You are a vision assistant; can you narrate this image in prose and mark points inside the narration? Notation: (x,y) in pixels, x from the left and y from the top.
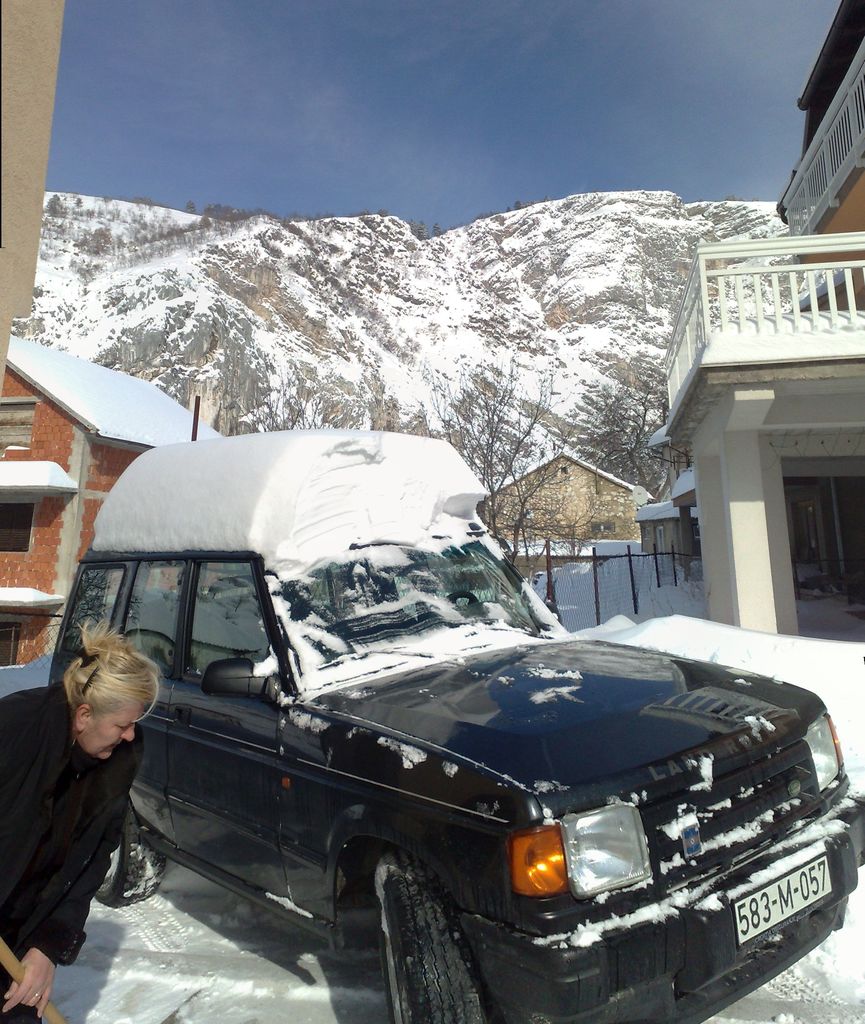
On the left side (115,684), there is a woman (115,684) in a black color dress (84,784), holding a stick (49,1010) with one hand (29,997). Beside her, there is a vehicle (456,670) on which, there is snow (300,514). This vehicle (472,767) is on a snowy surface (142,923). In the background (15,414), there are trees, there are buildings (662,433), there are mountains (219,239) on which, there is snow (68,225) and there are clouds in the blue sky (312,131).
